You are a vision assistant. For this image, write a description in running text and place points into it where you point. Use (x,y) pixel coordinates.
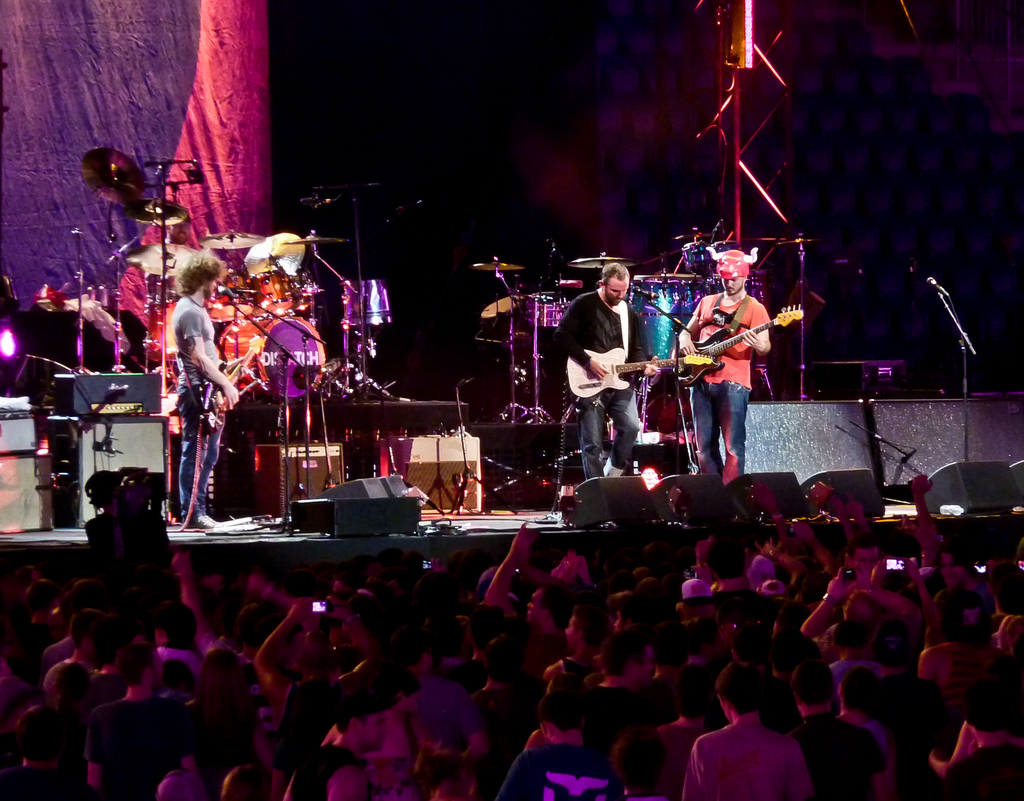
In this image I can see three people (712,426) are playing the musical instruments (679,307) and group of people (483,668) in front of them.
